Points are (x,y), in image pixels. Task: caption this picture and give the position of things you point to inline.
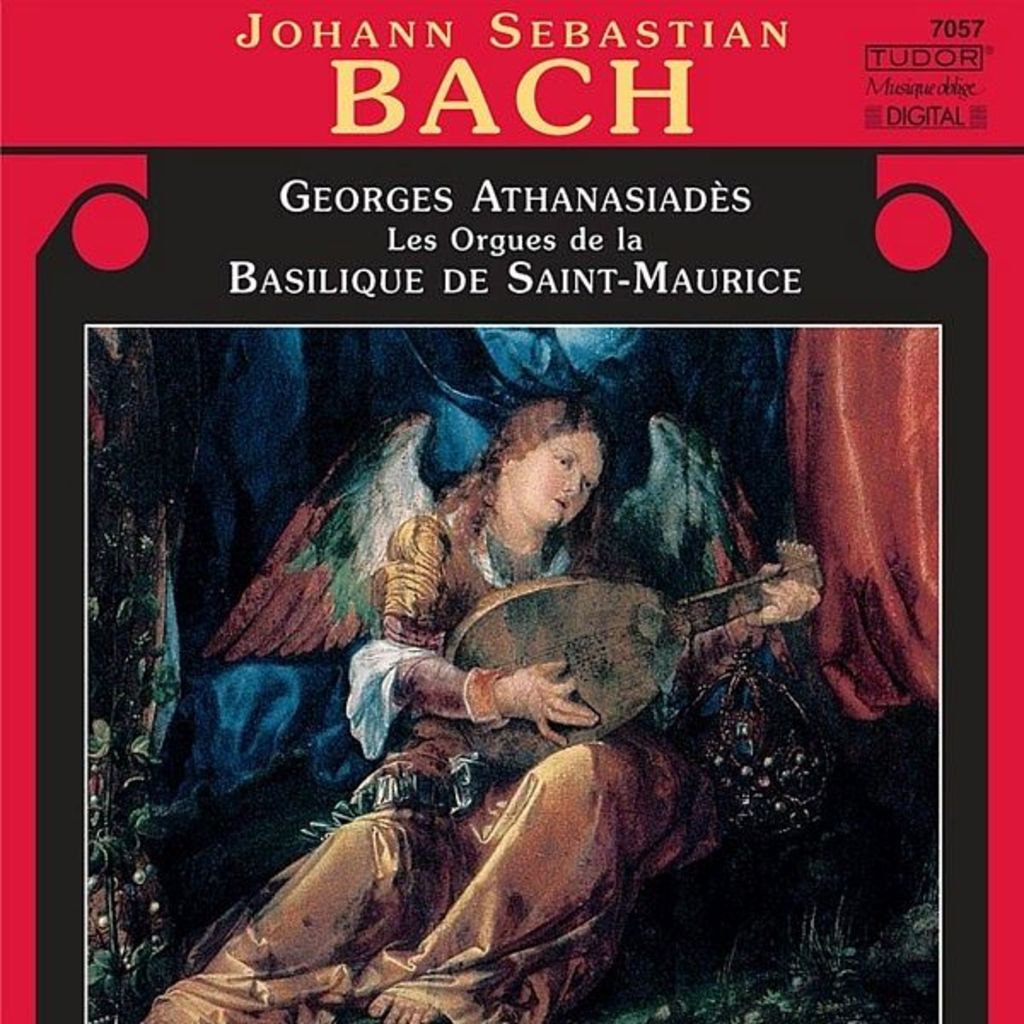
In this image, we can see a depiction of a person (362,786) playing a musical instrument (493,668). There is a text (644,35) at the top of the image (672,81).
